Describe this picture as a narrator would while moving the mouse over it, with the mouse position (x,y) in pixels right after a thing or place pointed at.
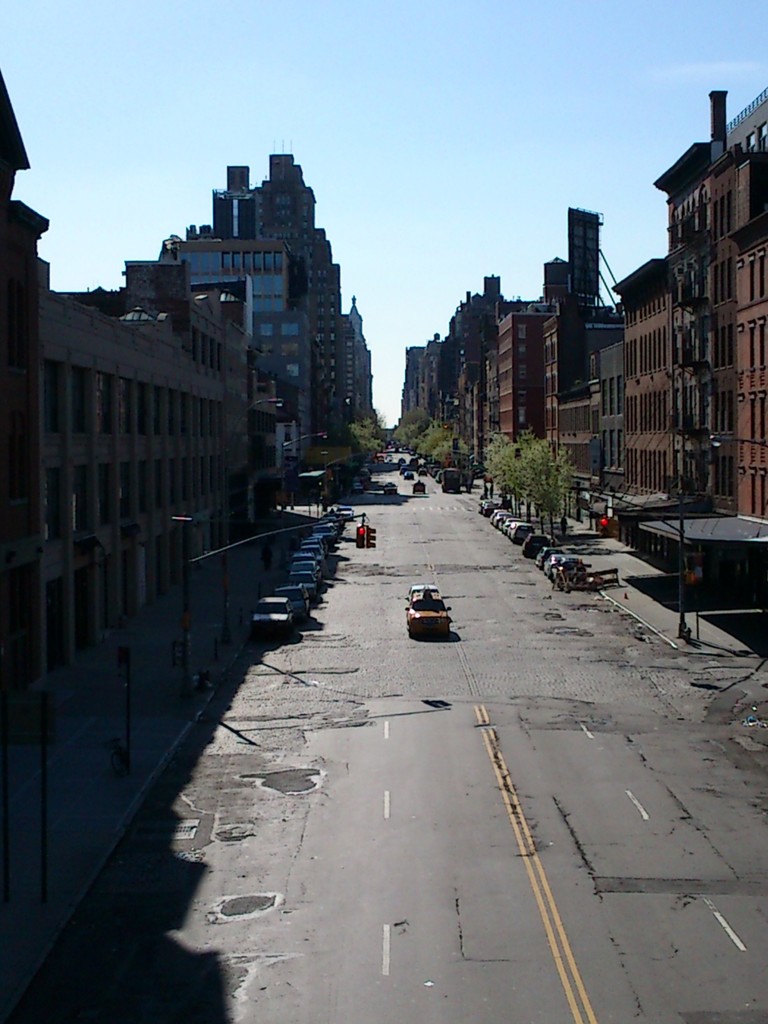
In the image there is a road (432,806) in the front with cars (423,491) on either side of it, behind it there are buildings (462,359) with trees (378,444) in front of it and above its sky (395,139).
